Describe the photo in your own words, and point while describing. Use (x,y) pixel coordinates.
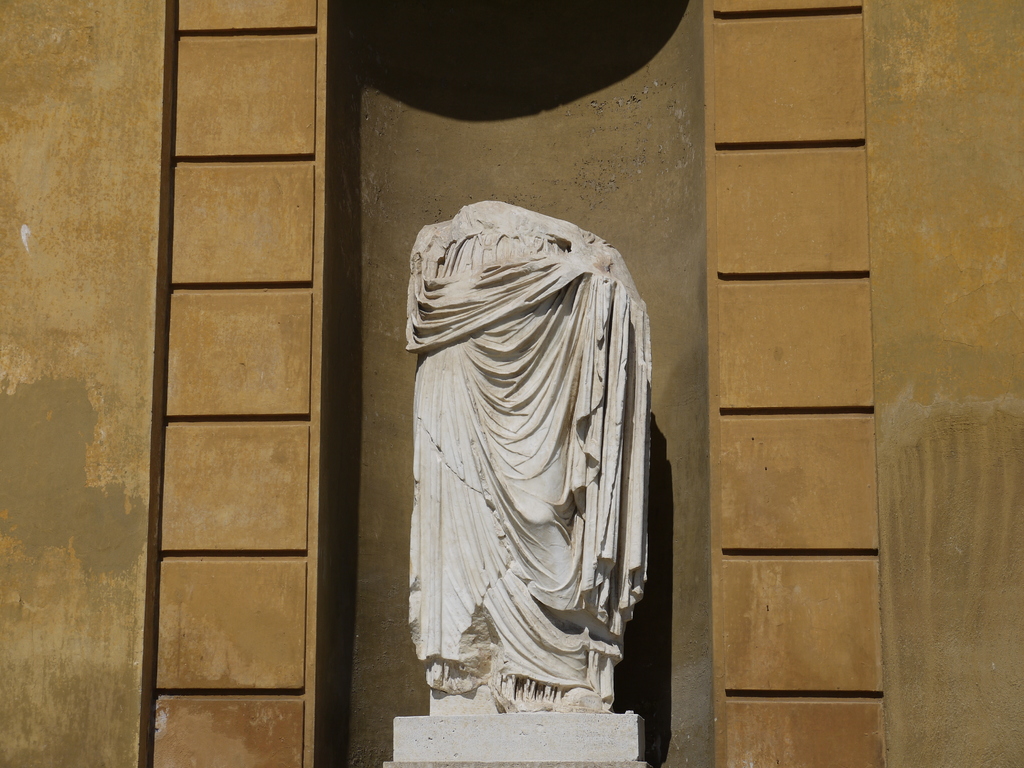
In this picture I can see a cloth (546,437) on the statue (589,330) and I can see a wall (759,322).
